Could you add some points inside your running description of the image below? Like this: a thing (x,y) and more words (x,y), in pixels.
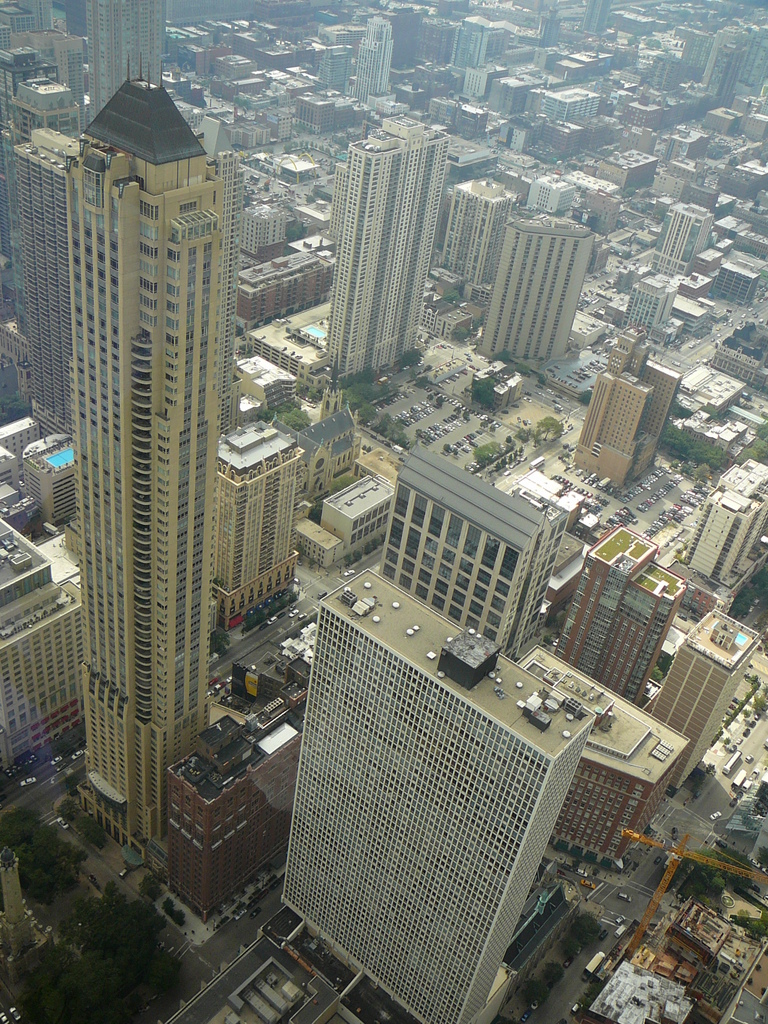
It is an image of a city (302,620), there are big towers (159,531) and buildings (561,313) all over and in between the buildings (321,453) there are roads (613,907) and some trees (96,947). It is a well developed city (610,443).
